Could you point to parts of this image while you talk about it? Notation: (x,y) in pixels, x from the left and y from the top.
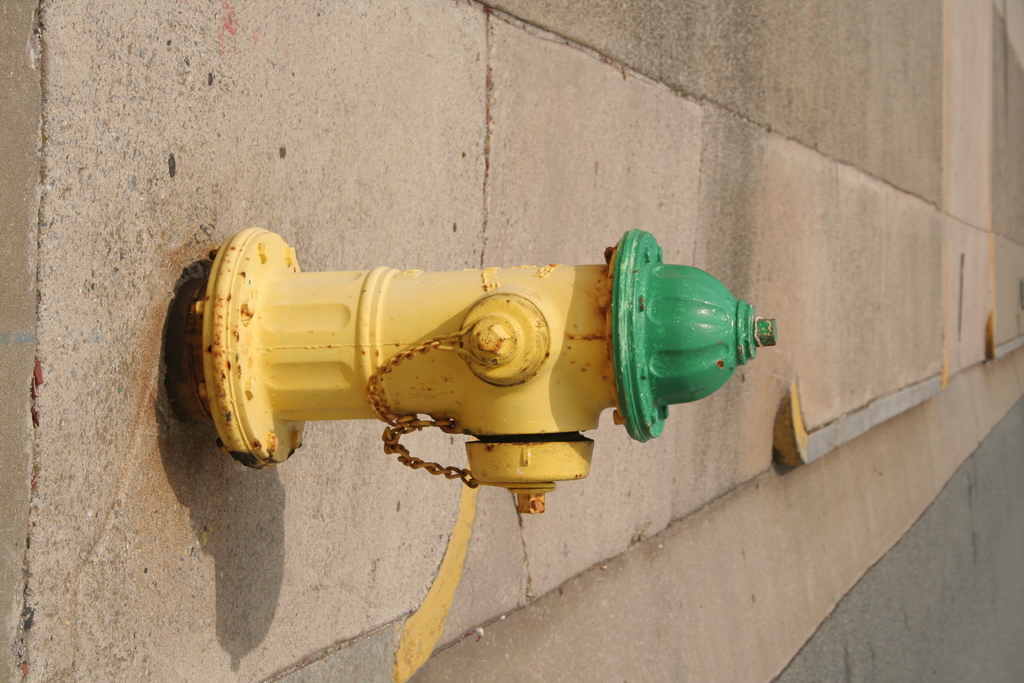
In this image, we can see a fire hydrant (391,356) on the floor (460,174).
